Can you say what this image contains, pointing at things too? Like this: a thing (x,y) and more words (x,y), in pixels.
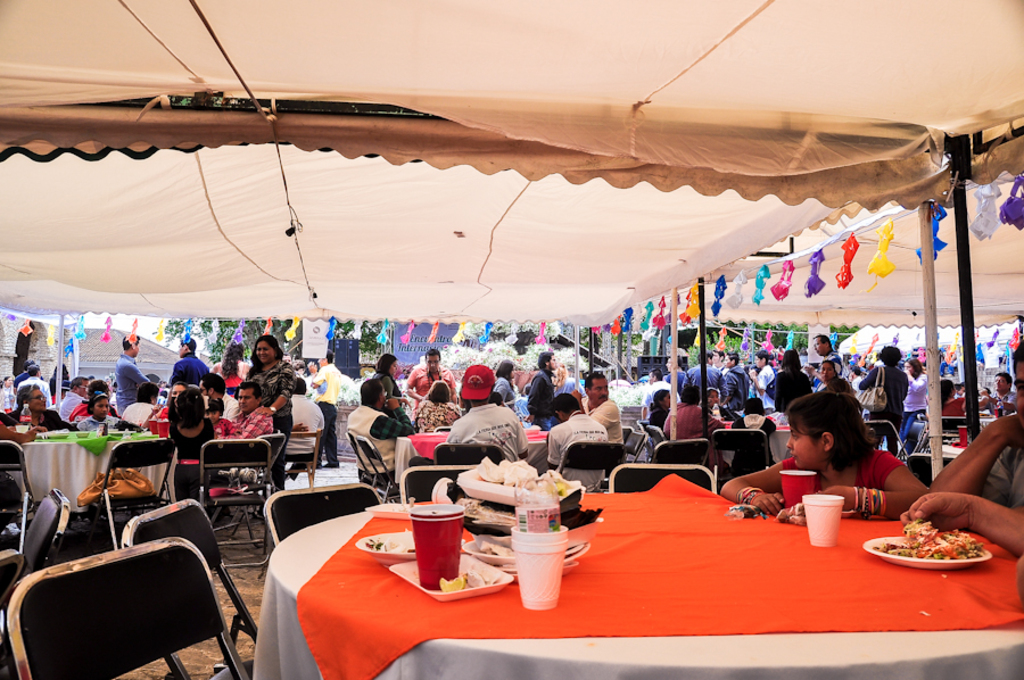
In this image I see lot of people (14,430) and few of them are sitting on the chairs (643,439) and few of them are standing and there are few tables (353,671) and food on it and I can see the awning (469,316) above them.
